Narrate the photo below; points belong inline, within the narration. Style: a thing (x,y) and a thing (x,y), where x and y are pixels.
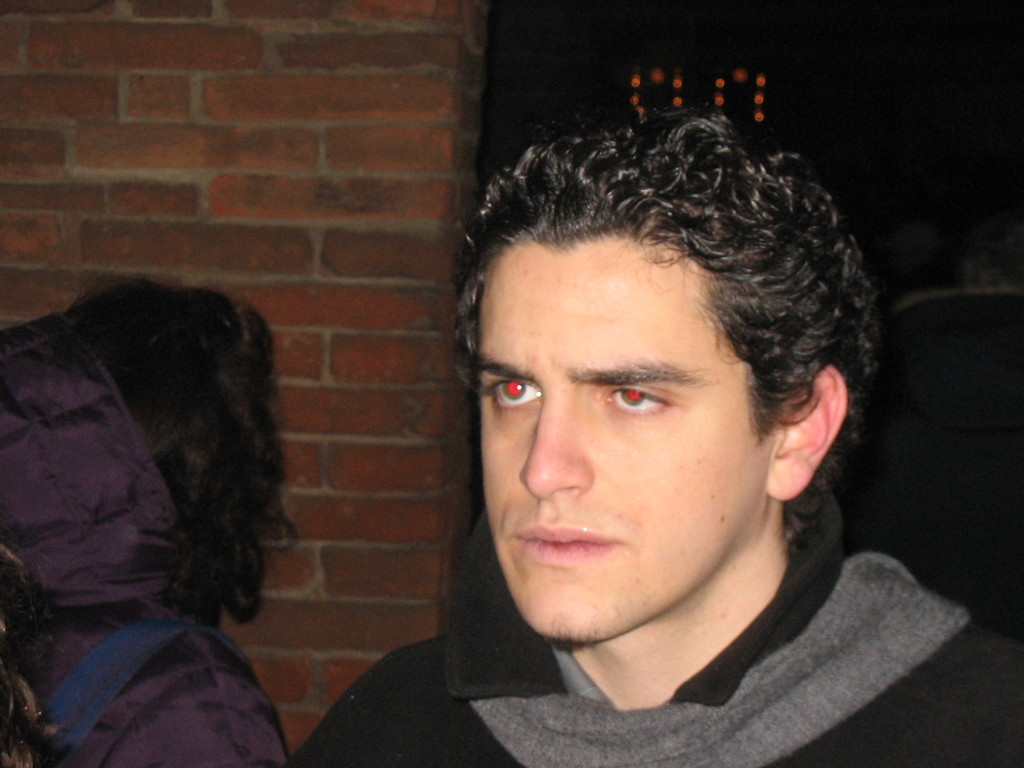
In this picture we can see few people (589,454), in the background (420,315) we can see a wall (419,175) and few lights (680,102).
